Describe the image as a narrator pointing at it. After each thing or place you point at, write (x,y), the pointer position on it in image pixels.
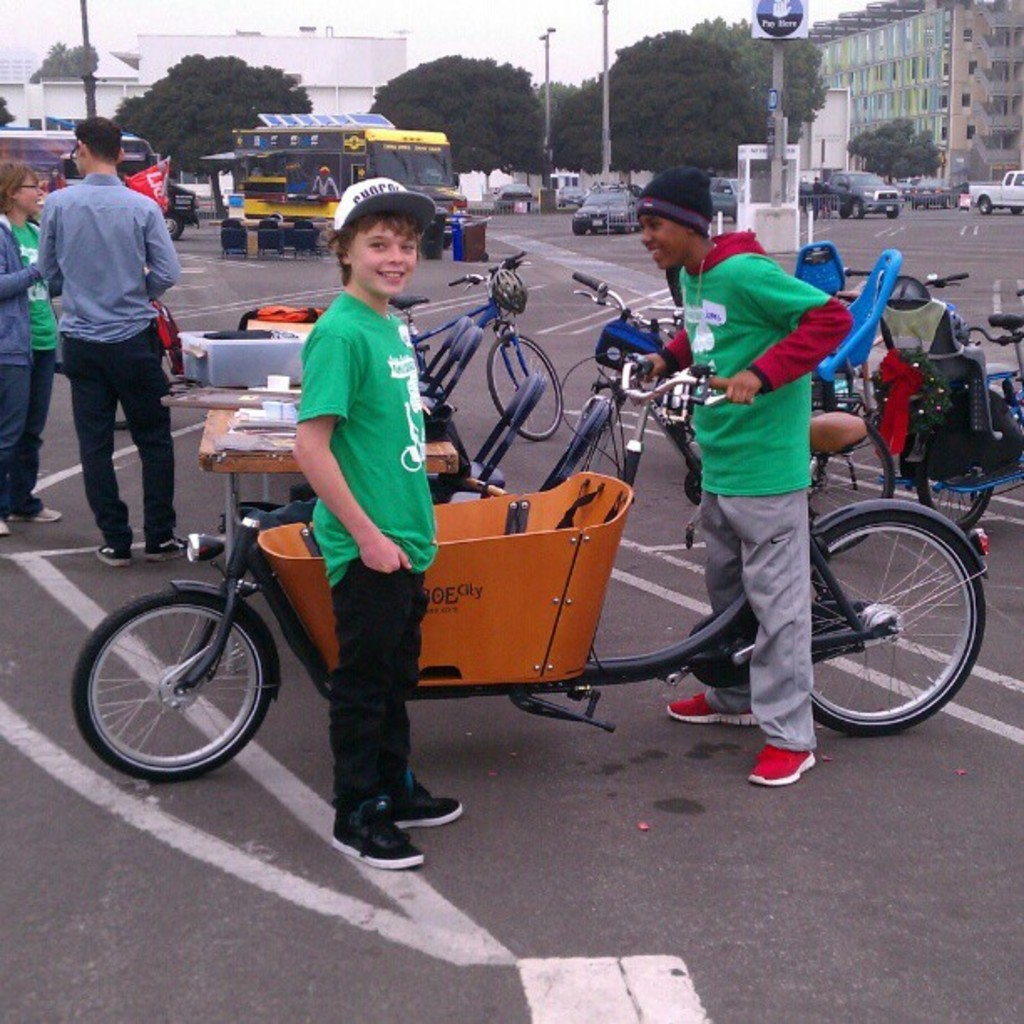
This is a picture on the road (669,821). There are group people (76,238) of in this image. There is a person (672,185) with green t-shirt (762,279) is holding a bicycle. At the back (390,147) there is a bus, at the top (534,79) there is a sky (513,6) and at the right (969,54) there is a building (942,7) and there are trees (217,122) and there are many vehicles (991,200) on the road (513,234).
